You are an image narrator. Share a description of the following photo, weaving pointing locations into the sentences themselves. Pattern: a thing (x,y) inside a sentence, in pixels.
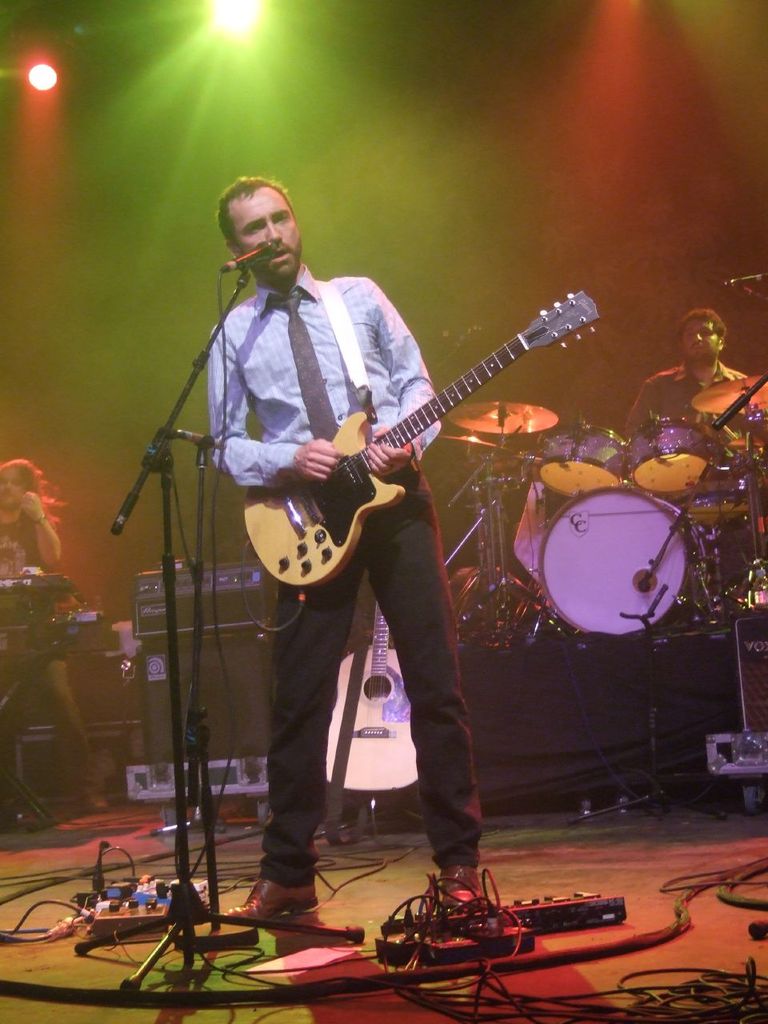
In the image we can see there is a man (403,571) who is standing and holding a guitar (556,311) in his hand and at the back (684,425) there is another man (685,406) is playing drums (636,561).
